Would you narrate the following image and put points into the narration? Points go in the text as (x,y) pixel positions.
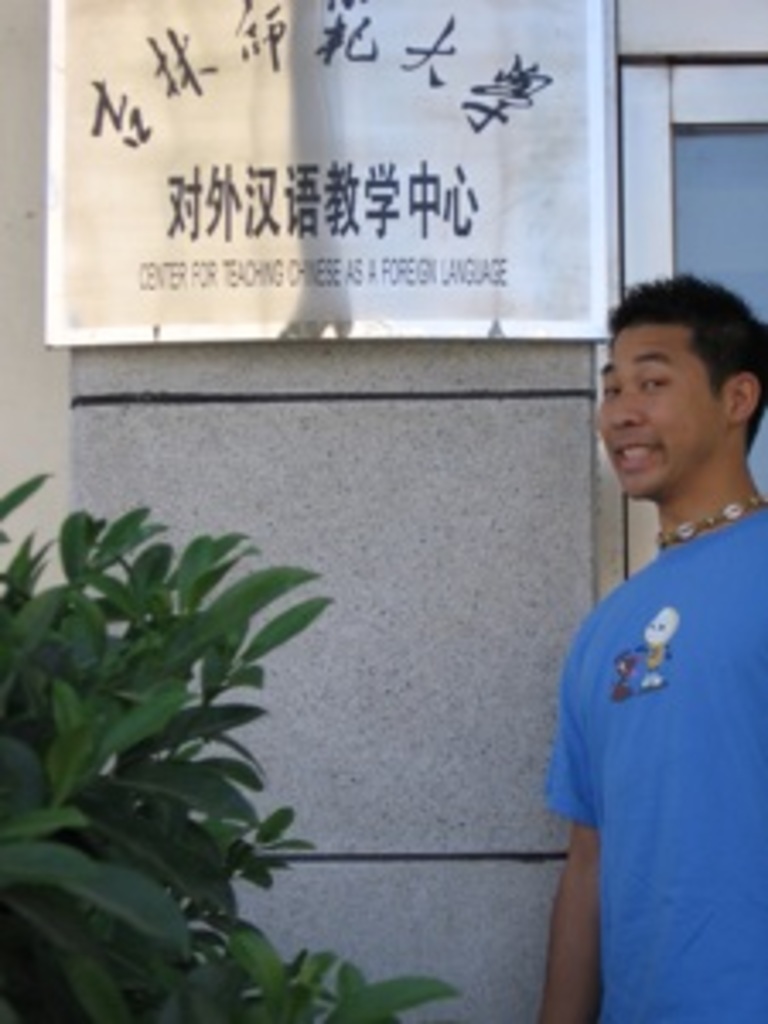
In this picture we can see a man (554,798) standing and smiling, leaves (229,743) and a name board (274,288) on the wall (471,427).
